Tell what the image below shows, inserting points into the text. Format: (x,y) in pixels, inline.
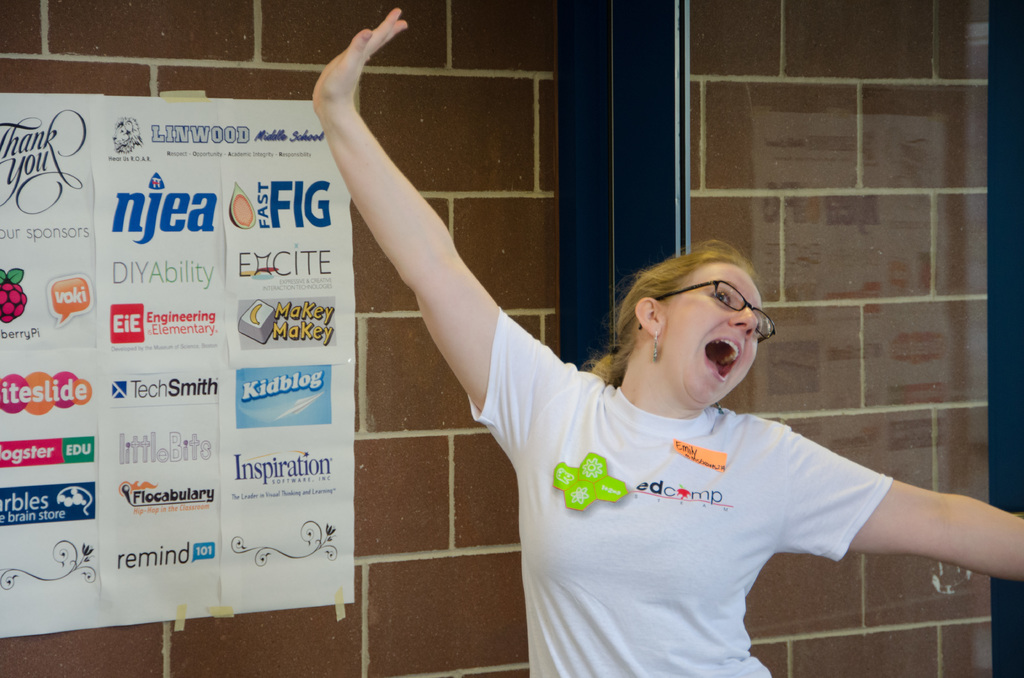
This image consists of a woman (641,516) wearing a white T-shirt (599,493). In the background (888,178), we can see a wall (837,219) on which there are posters (207,526). Behind her, it looks like a pole (646,160) in blue color made up of metal (602,247).
